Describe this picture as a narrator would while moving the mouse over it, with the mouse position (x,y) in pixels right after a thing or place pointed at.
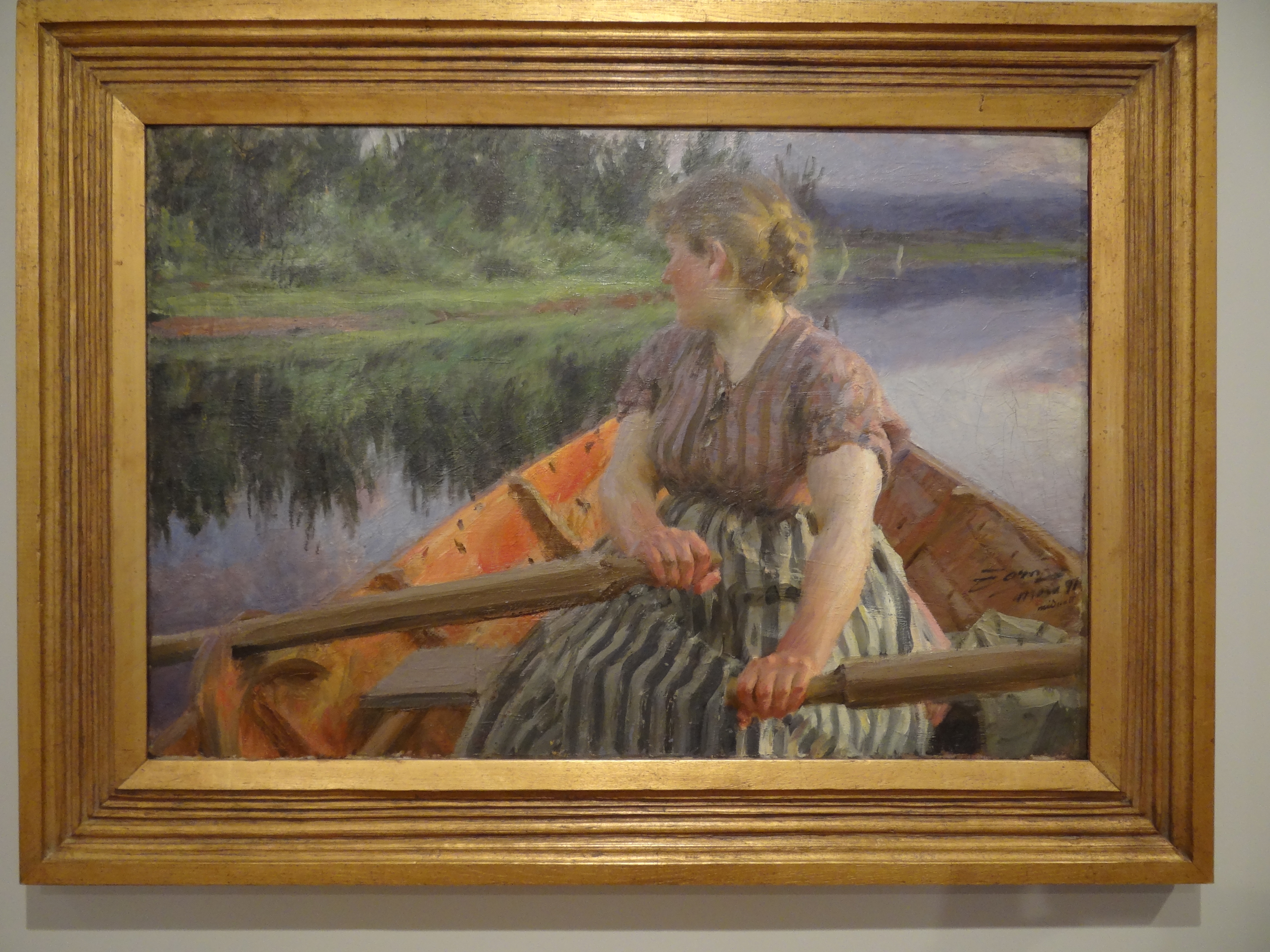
This image is taken indoors. In this image there is a wall (1245,713) with a picture frame (1152,519) on it. In the picture frame (358,440), there are a few trees (400,260) and plants (463,292) and there is a lake (938,415) with water (988,418). A woman (834,436) is sitting in the boat (461,529).
